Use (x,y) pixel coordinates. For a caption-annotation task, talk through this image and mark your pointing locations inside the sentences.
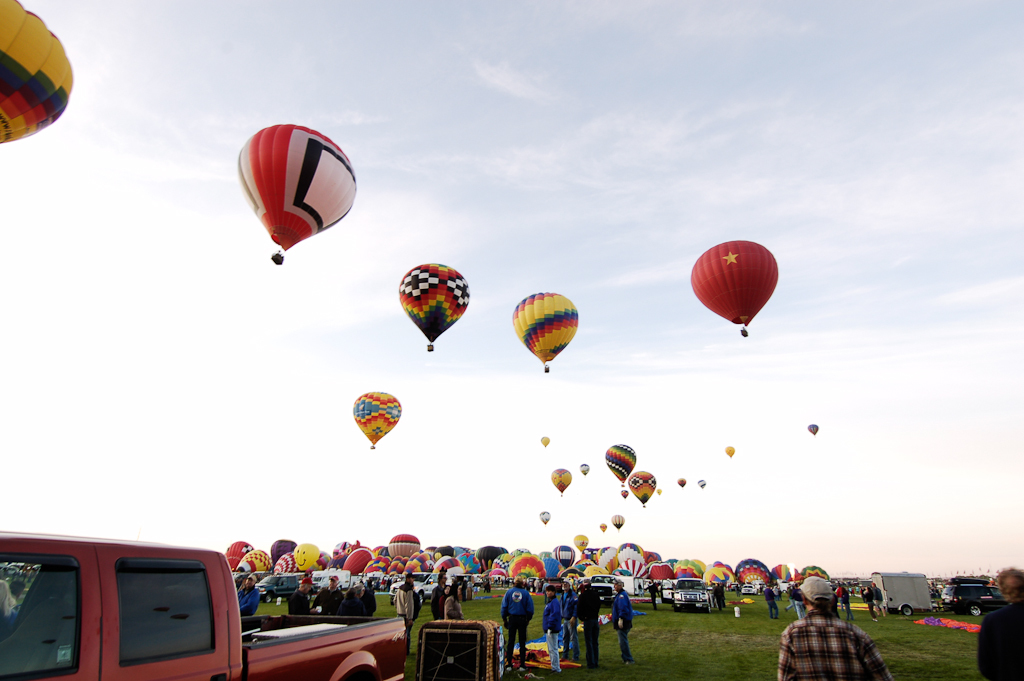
In this image we can see a few people (304,588), there are few hot air balloons (536,302), some of them are flying in the sky (369,291), also we can see some vehicles (362,654).
